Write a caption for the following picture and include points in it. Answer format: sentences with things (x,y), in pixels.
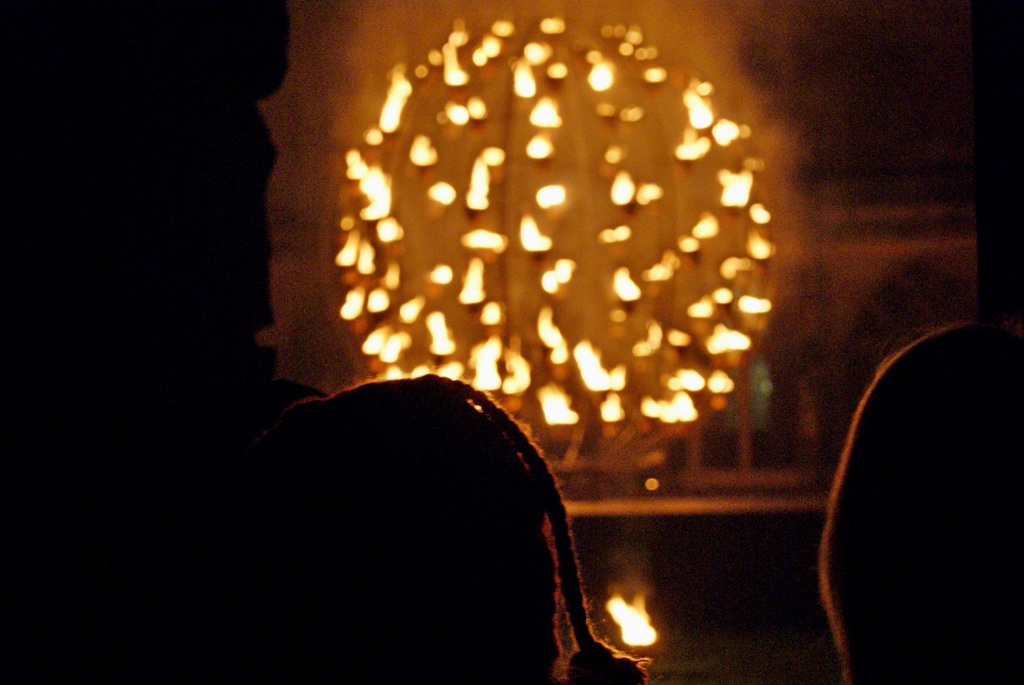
This is an image clicked in the dark. At the bottom of the image (553,516) there is rope (562,506). On the right (966,471) and left side of the image (123,440) there are few objects (397,540) in the dark. In the background (748,274), I can see few lights (564,262).
